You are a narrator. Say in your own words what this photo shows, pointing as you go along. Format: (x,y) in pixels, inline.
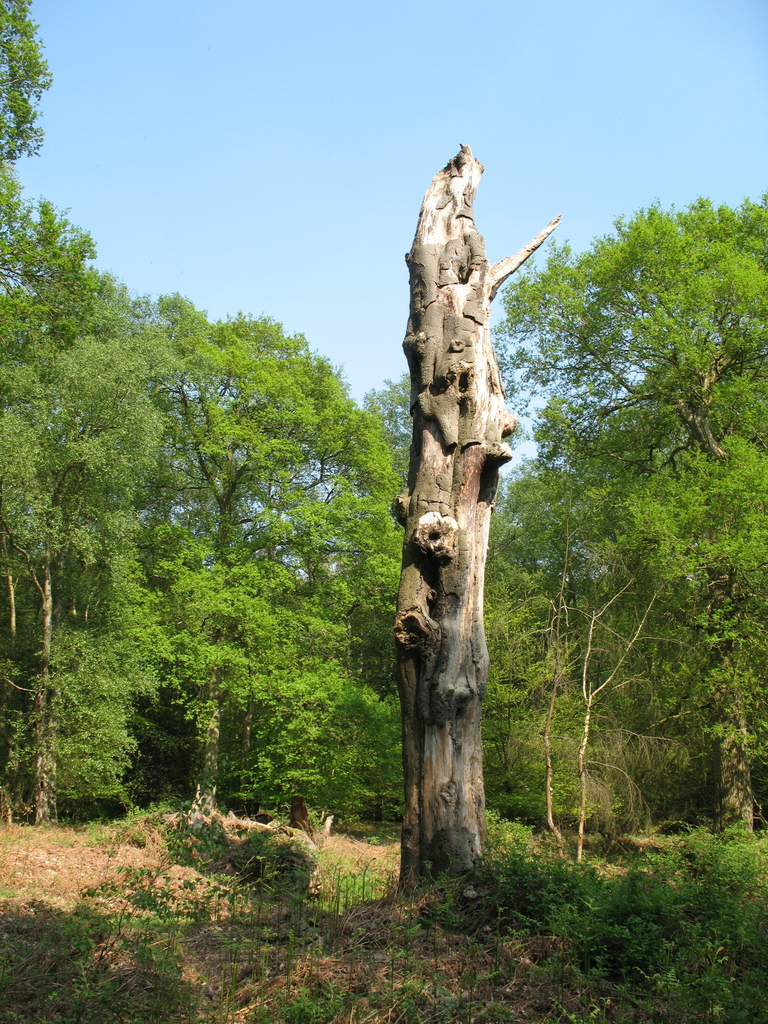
In the picture we can see a dried branch (474,183) in the forest area (15,900) and besides, we can see some plants (90,1016) and in the background (565,725) we can see some trees (172,646) and sky (395,256).
